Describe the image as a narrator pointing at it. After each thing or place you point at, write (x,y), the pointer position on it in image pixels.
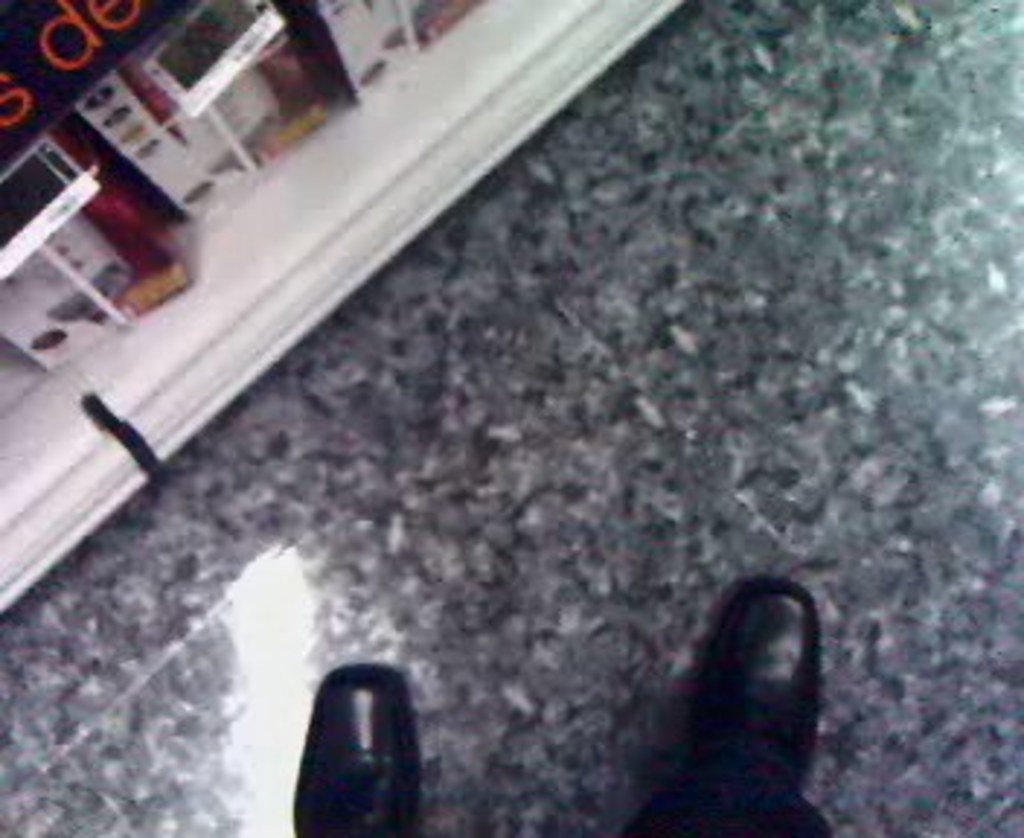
In this image, we can see the legs (760,725) of a person (760,725) wearing shoes (733,719) and standing on the floor (651,351).
